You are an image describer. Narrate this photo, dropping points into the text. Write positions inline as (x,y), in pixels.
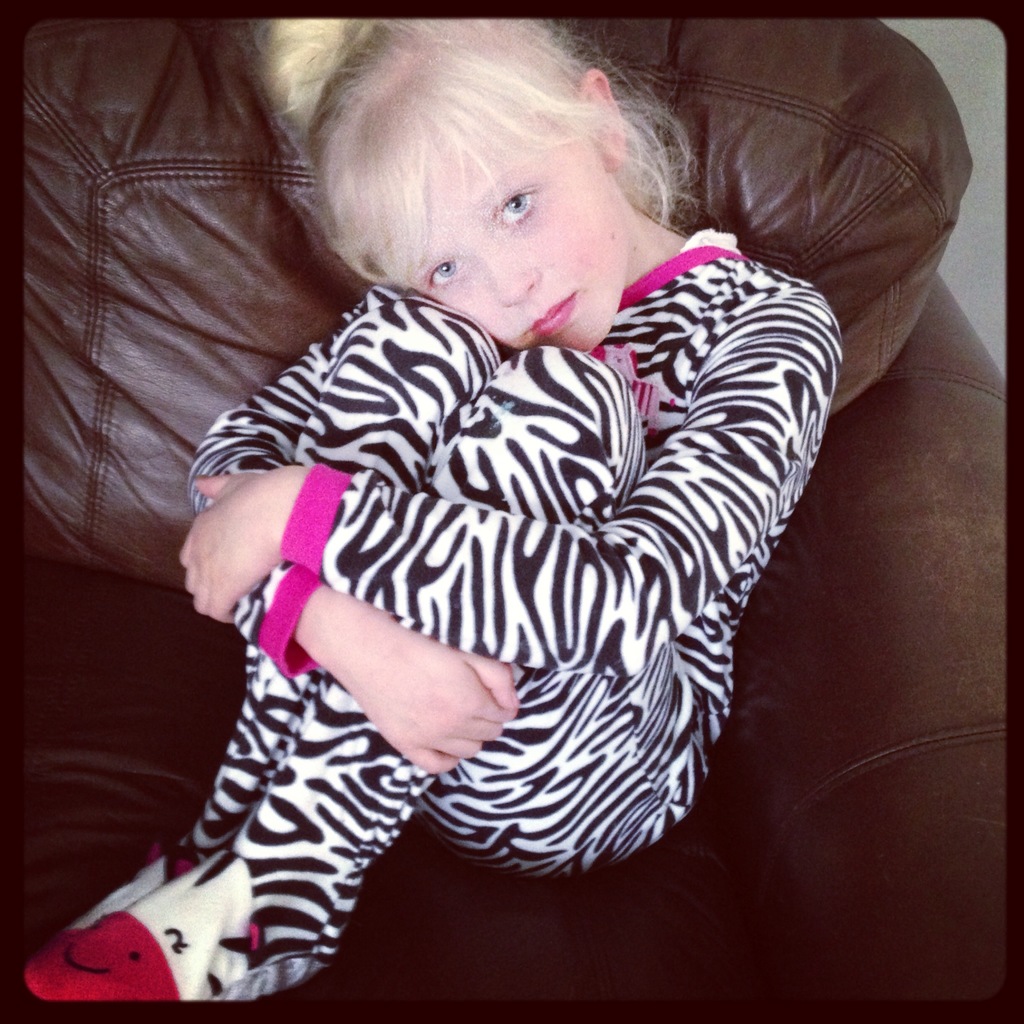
In this image there is a girl (529,497) sitting on the couch (852,428).
